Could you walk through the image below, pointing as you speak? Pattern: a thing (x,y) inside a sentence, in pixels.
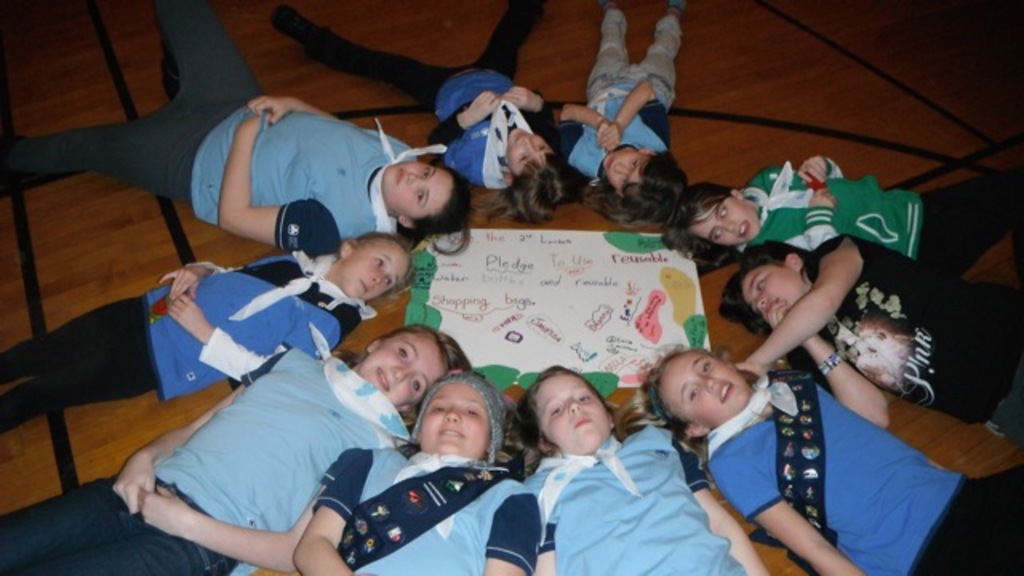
These people (517,183) are lying on wooden surface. In-between of these people (384,271) there is a poster (505,250).
